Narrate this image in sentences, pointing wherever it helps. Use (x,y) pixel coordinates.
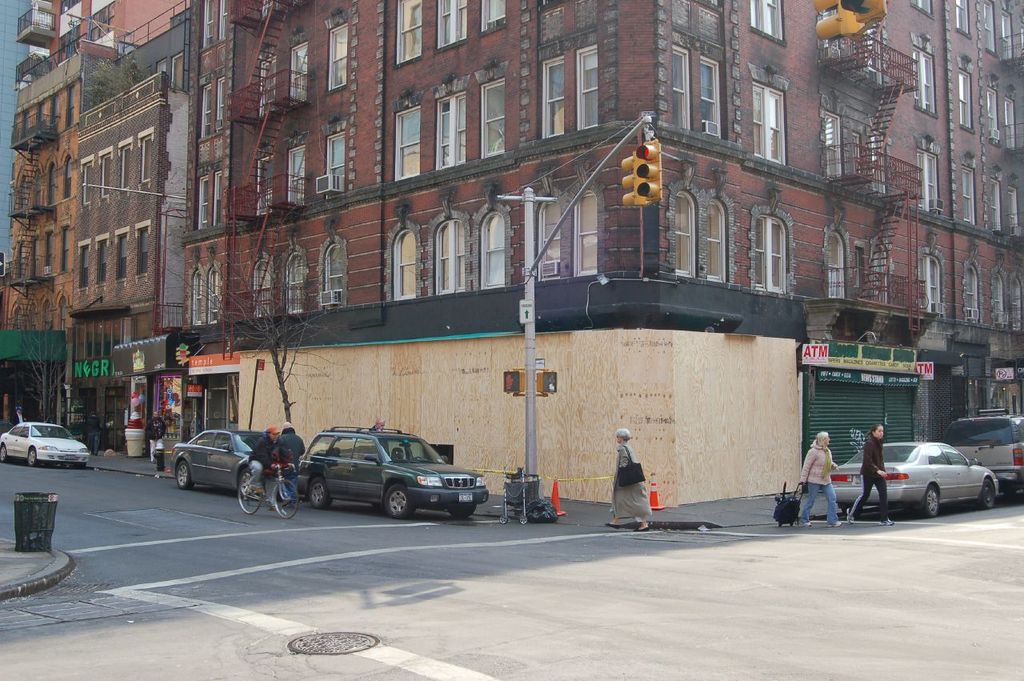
There are people (293,450) and this person (277,437) sitting and riding bicycle (239,484). We can see building (912,11), traffic signals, pole (542,256), windows (589,203) and trees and we can see cars (216,473) on the road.
